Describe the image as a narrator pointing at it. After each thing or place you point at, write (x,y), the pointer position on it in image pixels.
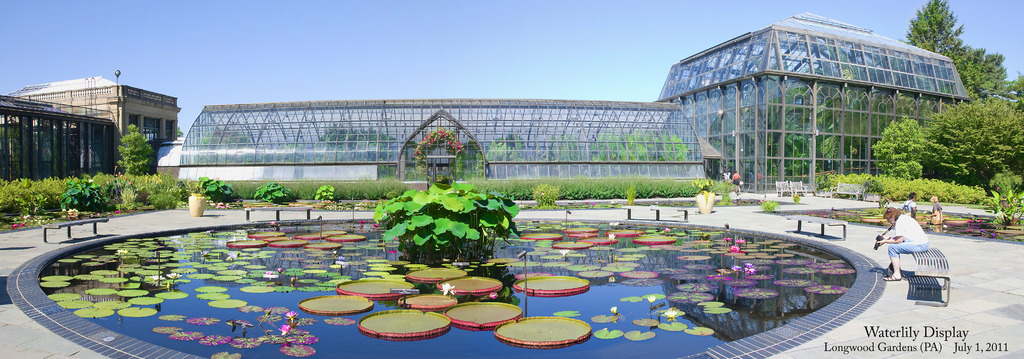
In the middle of the image (455,198) we can see a pool (794,267), in the pool (774,247) there are some flowers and plants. Behind the pool (794,251) there are some plants (28,190), benches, trees (1001,116), buildings (60,101) and poles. At the top of the image (292,21) there is sky (292,23). In the bottom right side of the image (910,244) a person (926,249) is sitting and holding something in their hands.
